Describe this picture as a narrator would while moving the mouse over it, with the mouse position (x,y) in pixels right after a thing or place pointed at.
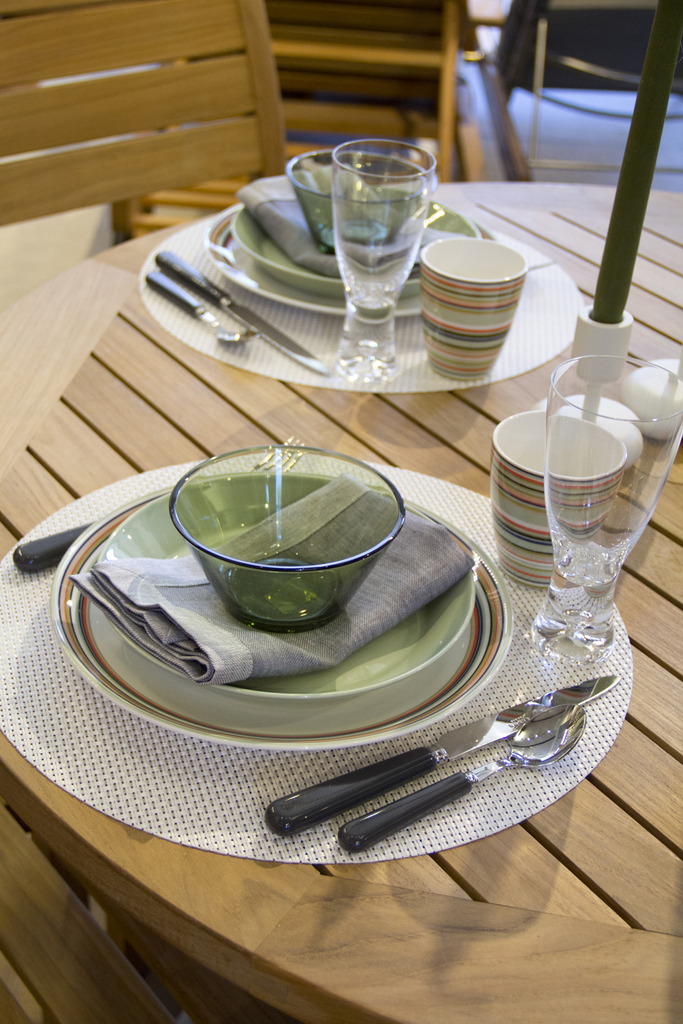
In this image there is a table (296,927) of brown color, on that table (631,620) there are some plates (400,621), there some glasses (378,248) and there are some cups (478,356) and there are some chairs (143,71).
